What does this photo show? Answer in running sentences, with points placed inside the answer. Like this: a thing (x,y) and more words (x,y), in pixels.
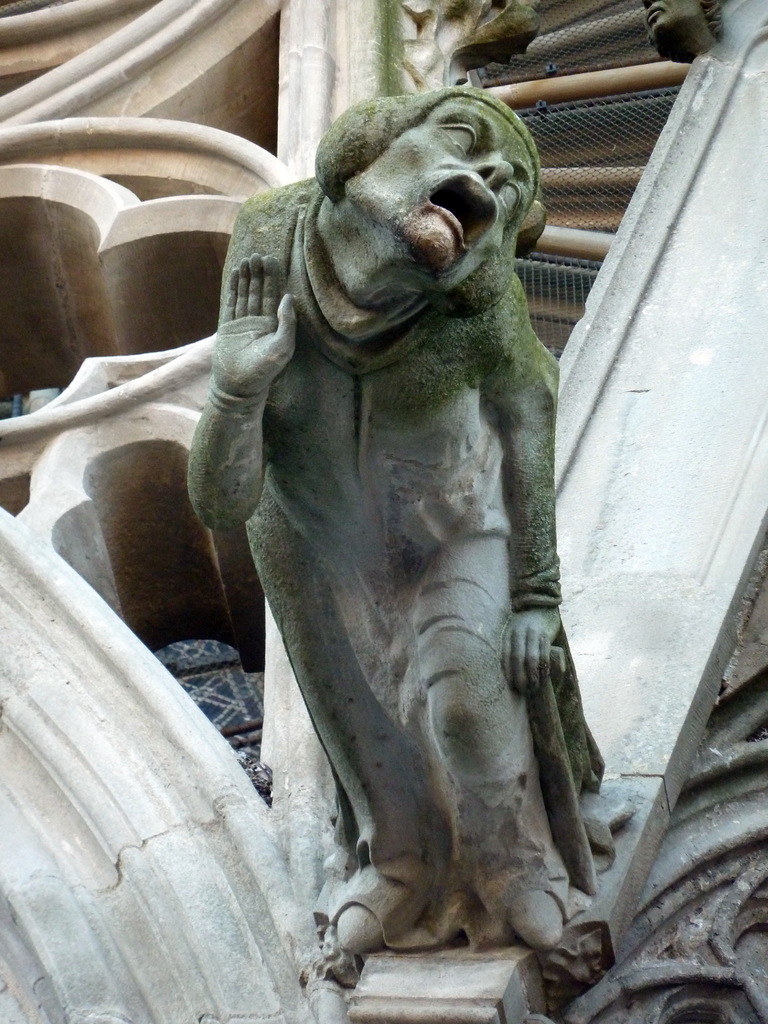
In this picture is a statue (369,266). At the back (741,745) there is a wall (741,745) and there are sculptures (430,52) on the wall (390,29) and there is a fence (625,107).
